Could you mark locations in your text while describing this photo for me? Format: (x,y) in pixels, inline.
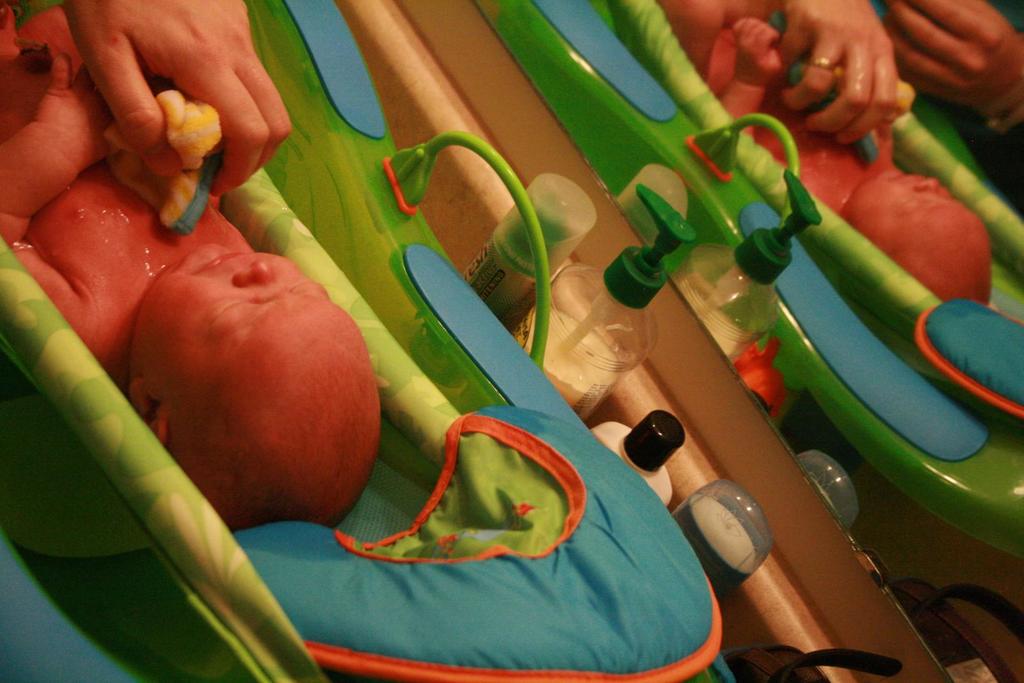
In this image we can see a baby (229,450) placed in the tub (290,548). There are toiletries (586,402). We can see a mirror (805,334). At the top (163,83) there is a person's hand (140,35) holding a cloth (180,145) and cleaning the baby (215,305).
